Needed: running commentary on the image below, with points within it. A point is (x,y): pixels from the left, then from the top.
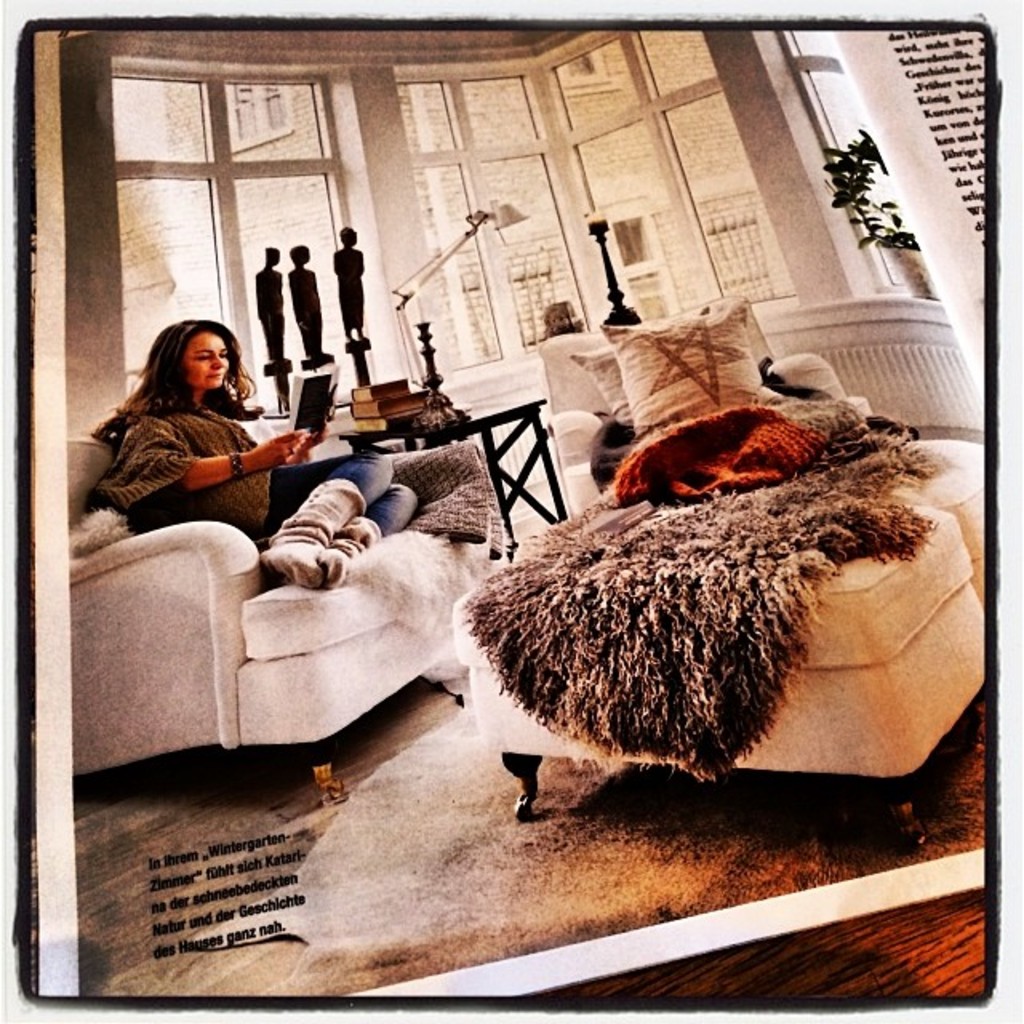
this picture shows a woman (152,400) seated on the chair (256,635) and holding a book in her hand (300,438) and we see a stool (640,497) and few pillows (650,425) on it and we see plant (844,175) on the other side.
